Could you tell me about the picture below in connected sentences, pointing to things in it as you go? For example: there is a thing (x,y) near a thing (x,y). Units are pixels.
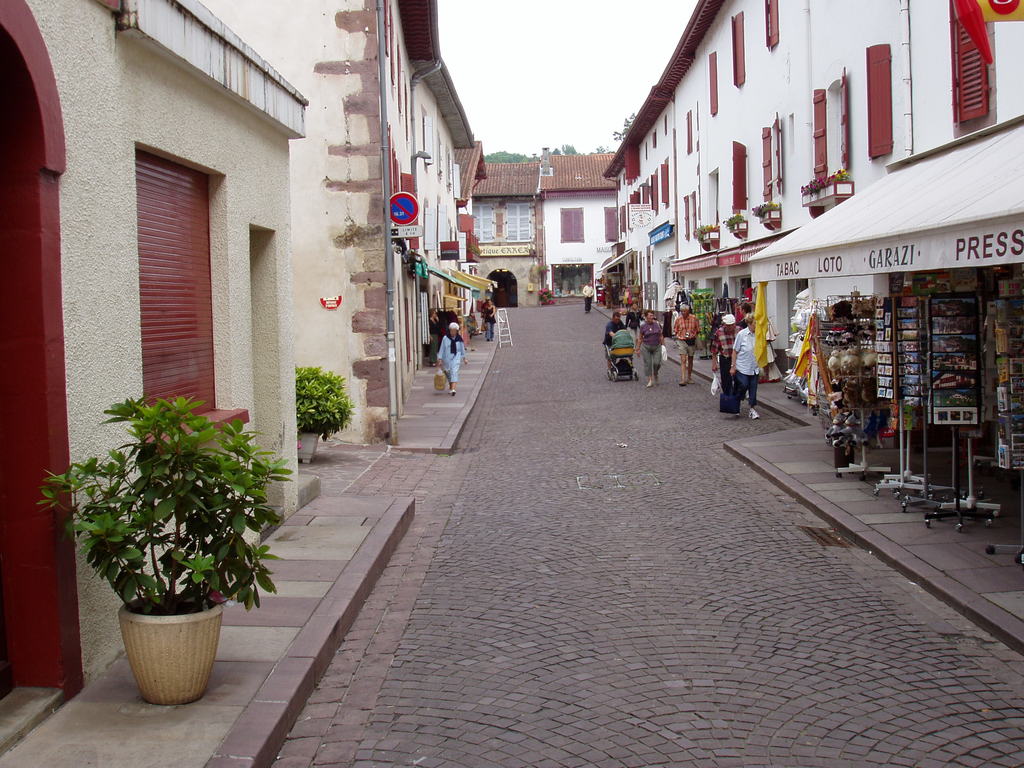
In this image we can see road (575,388). To the both sides of the road (566,374) buildings (523,226) and shops (734,306) are there. People (682,323) are moving on the road (594,319) and pavement (482,355). Left side of the image (249,487) plant pots (205,553) are present.
